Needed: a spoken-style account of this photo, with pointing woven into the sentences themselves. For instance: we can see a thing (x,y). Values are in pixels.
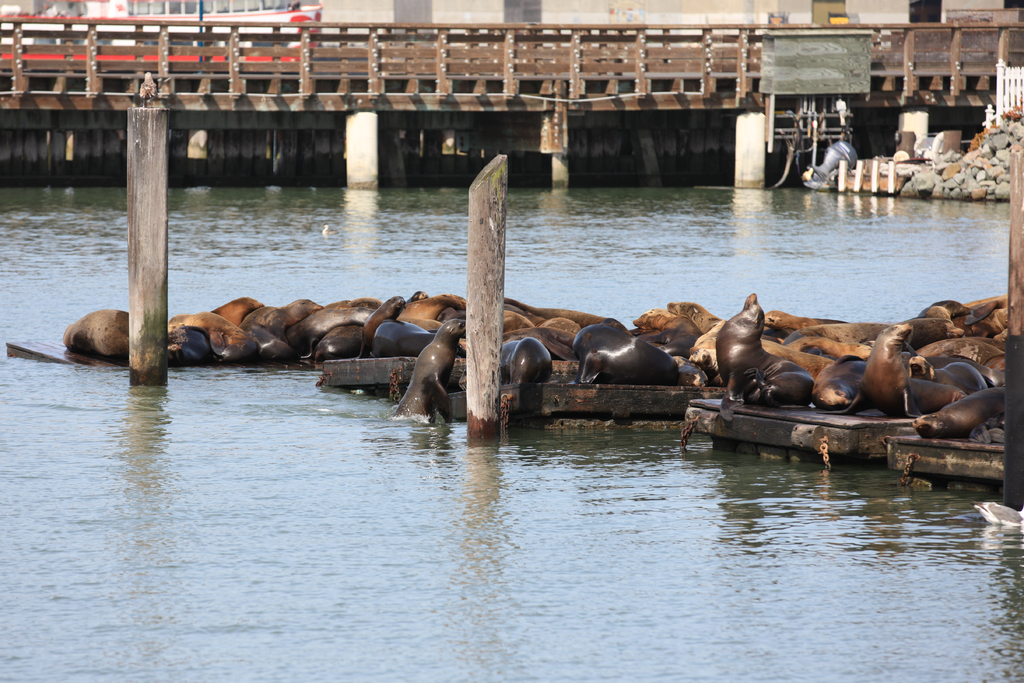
In this picture we can see seals (965,424), wooden poles (499,379) and water (550,479). In the background of the image (965,182) we can see bridge (890,80), pole (911,134), stones (980,182) and wall (416,0).
